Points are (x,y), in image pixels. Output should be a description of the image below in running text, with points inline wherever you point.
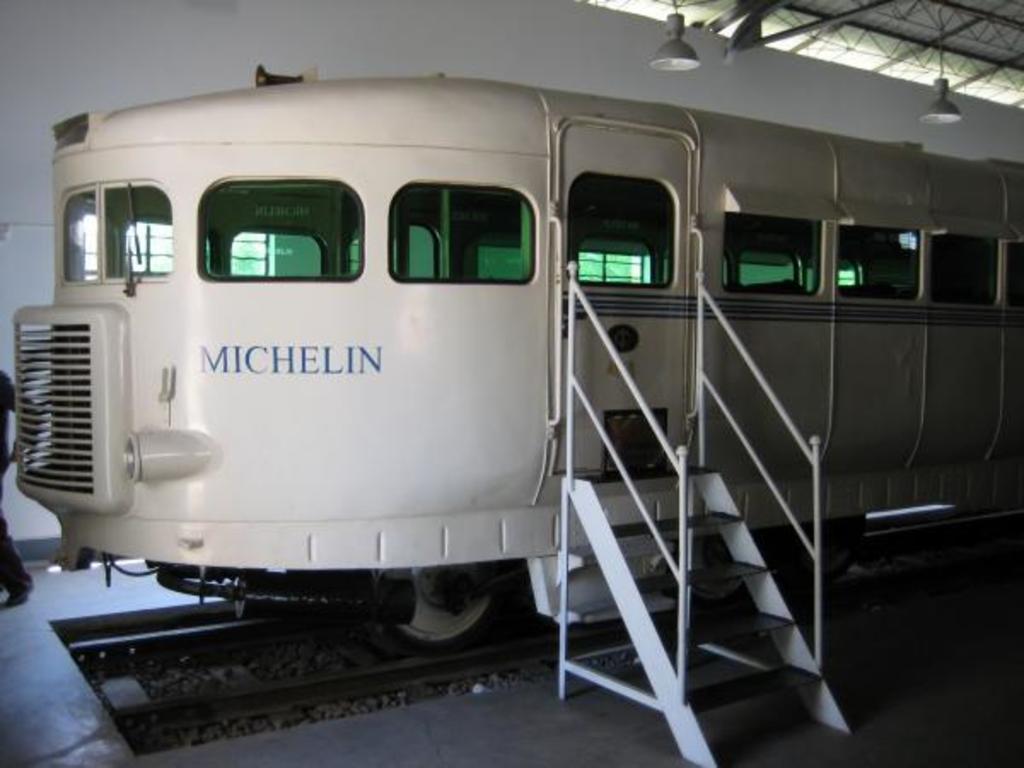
In the foreground of this image (458,508), there is a train (396,624) on the track (296,681) and also having stairs (743,617) to get inside of the train (592,380) and text (353,348) written on it as"MICHELIN". In the background (544,50), there is a shed (697,21), lights (685,60) and the wall (397,57).
